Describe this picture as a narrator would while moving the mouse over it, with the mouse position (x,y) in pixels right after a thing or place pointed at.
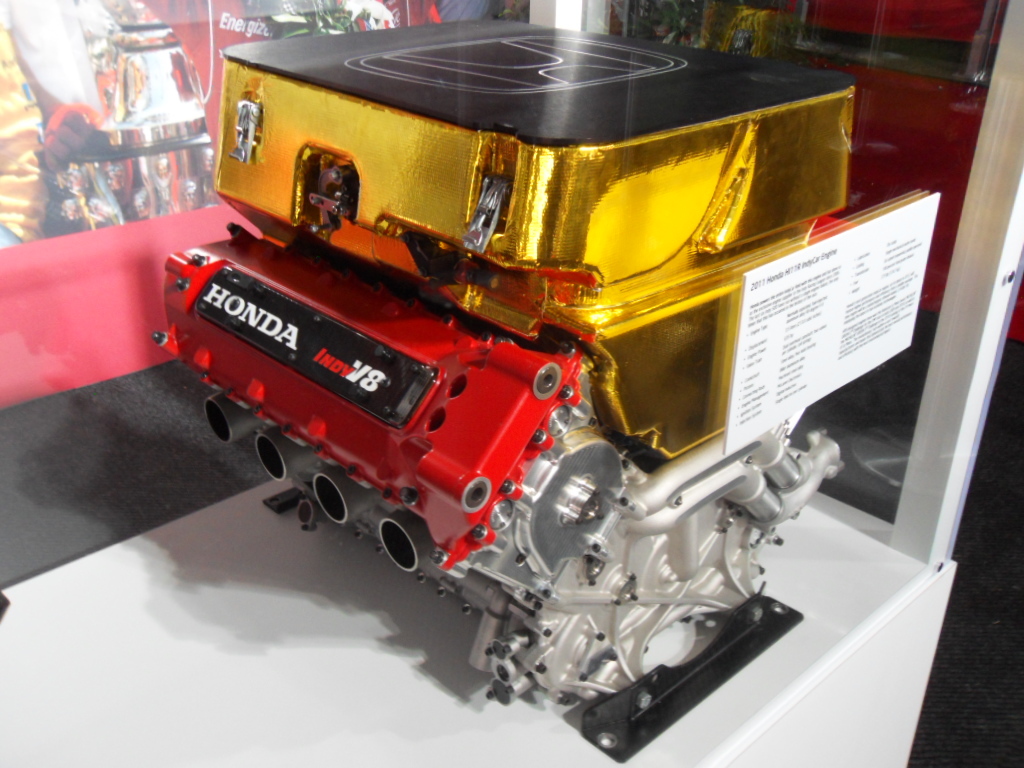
In this image I can see the engine (547,383) of the vehicle (477,411) which is red, black, white, grey and gold in color on the white colored surface (254,626). In the background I can see few objects (176,132).
